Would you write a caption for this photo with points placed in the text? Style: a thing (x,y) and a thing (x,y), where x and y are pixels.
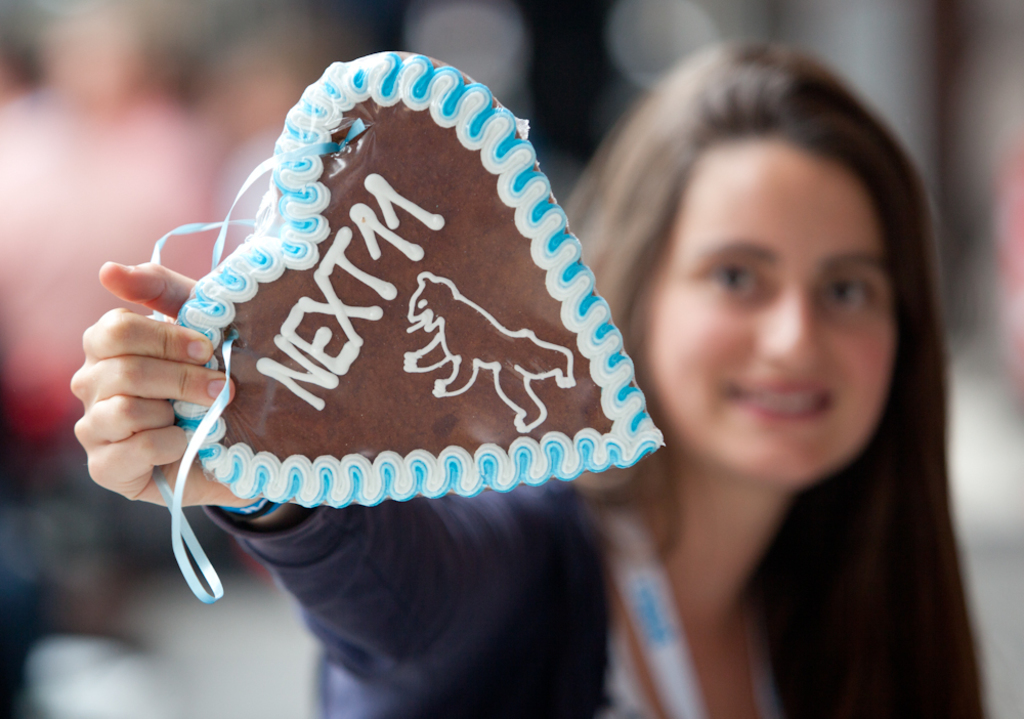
In this picture we can see a person (542,505) holding a heart shaped object (255,496) in hand (178,381) and smiling. Background (986,98) is blurry.
